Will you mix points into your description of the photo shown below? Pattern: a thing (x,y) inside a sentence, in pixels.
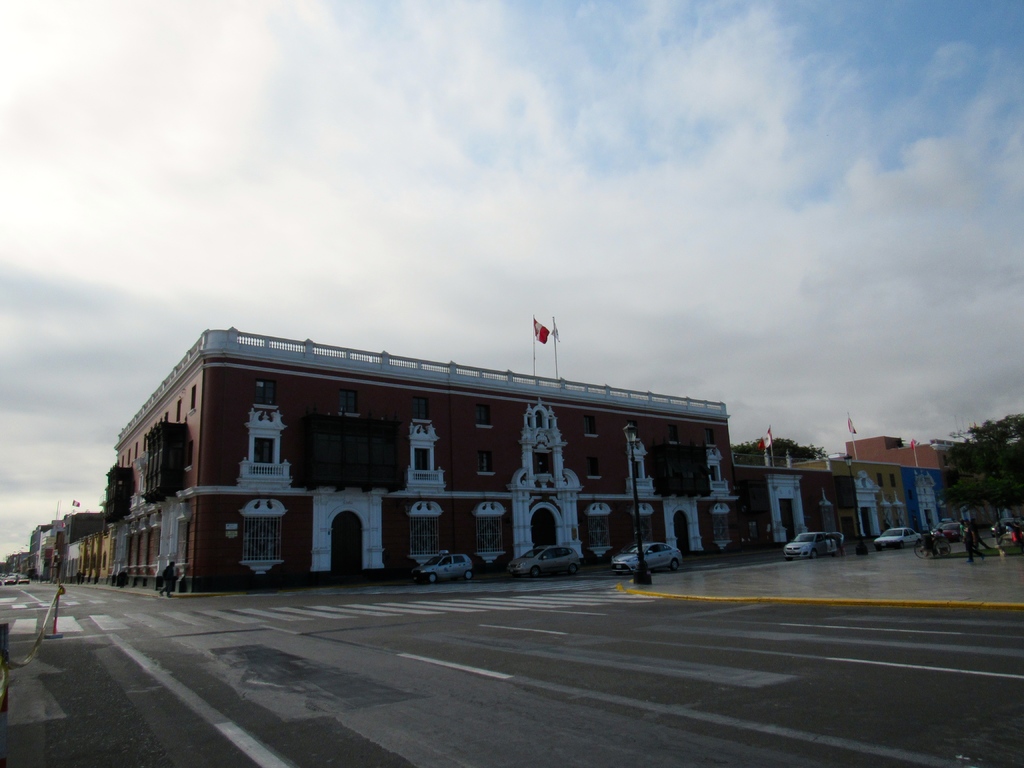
In this picture there are buildings (572,410) and trees (1004,499) and there are street lights (846,456) and there are vehicles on the road (594,668). On the left side of the image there is a person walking on the road (575,726). On the right side of the image (977,541) there is a person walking on the road (836,647) and there are flags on the top of the buildings (677,469). At the top (855,152) there is sky (931,434) and there are clouds (473,316). At the bottom (558,731) there is a road (547,731).
